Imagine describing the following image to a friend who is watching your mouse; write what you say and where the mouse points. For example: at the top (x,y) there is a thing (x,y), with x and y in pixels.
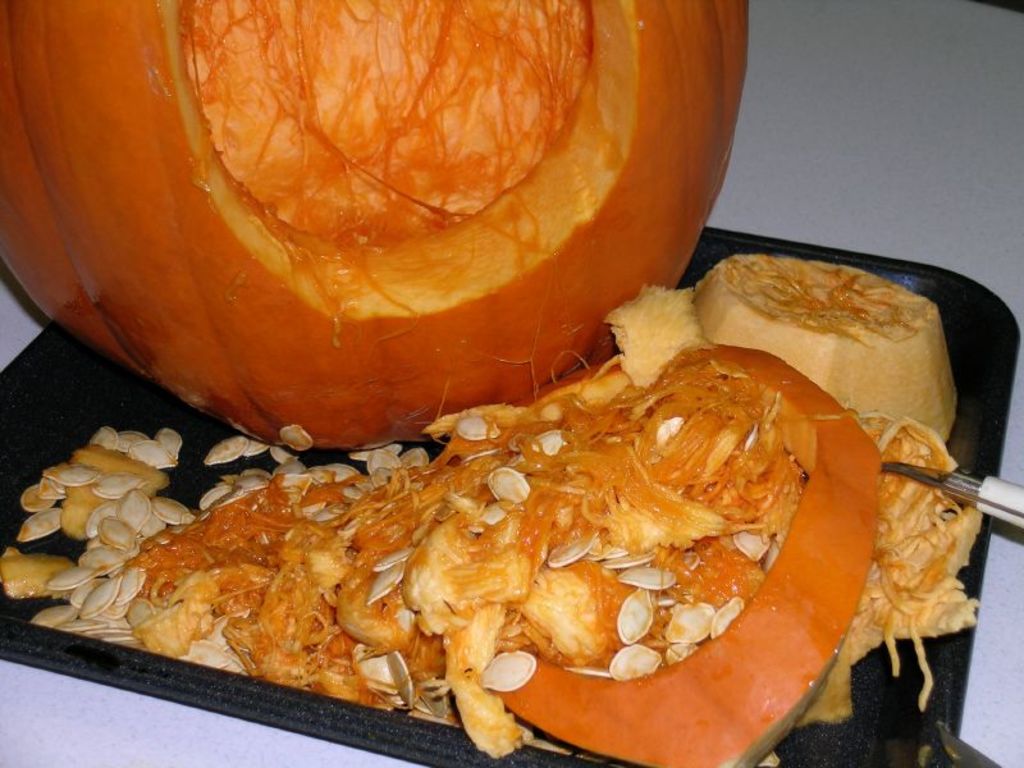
In this image we can see a pumpkin (304,364) placed on the tray (73,425). On the right (997,477) there is a peeler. At the bottom (205,754) there is a table (203,742).
